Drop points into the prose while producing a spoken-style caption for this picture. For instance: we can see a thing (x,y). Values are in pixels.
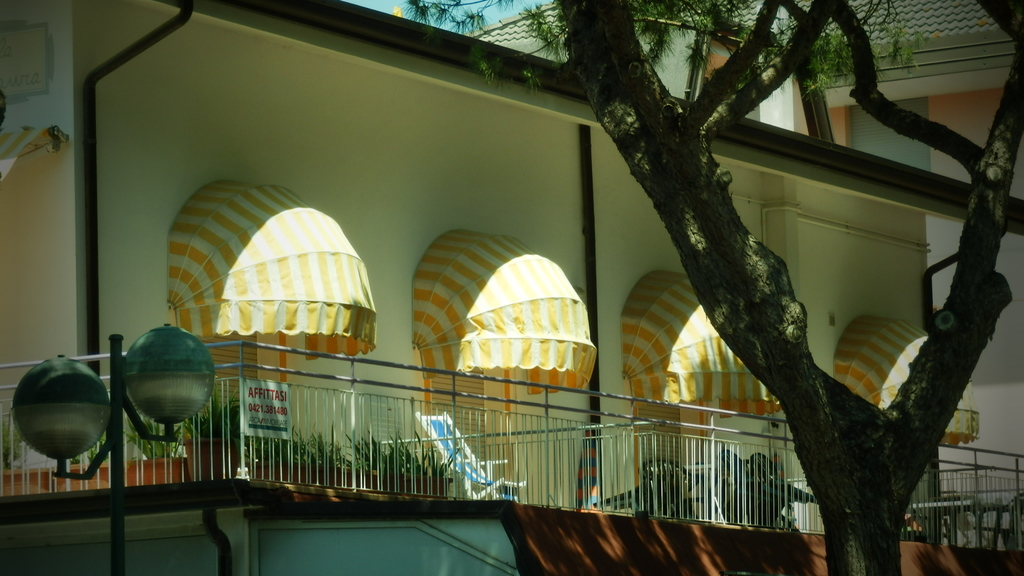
In this picture we can see the building (821,303). On the right (982,289) there is a tree (803,381). At the bottom (595,500) we can see fencing (707,432), plants (419,440), pot (177,466), table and chairs (759,494). In the bottom left (64,428) there is a street light (132,389). At the top (406,4) there is a sky (471,5).
